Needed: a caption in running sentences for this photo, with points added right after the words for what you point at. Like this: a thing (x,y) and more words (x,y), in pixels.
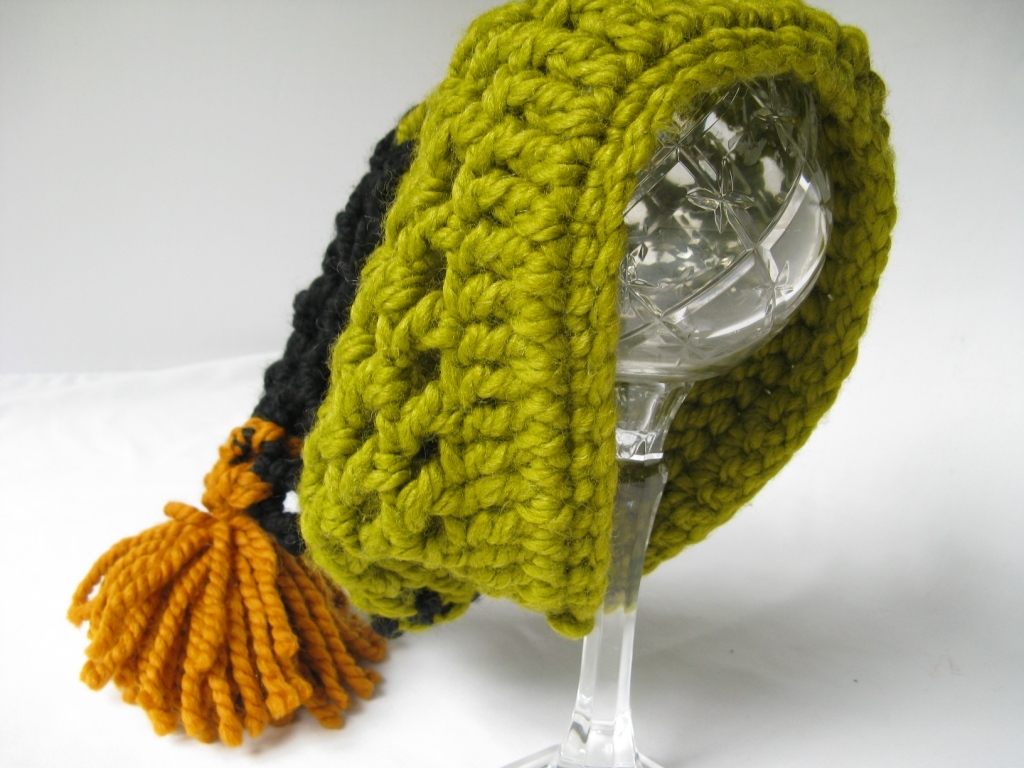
Here in this picture we can see a table (189,443) present, on which we can see a glass (789,307) covered with a woolen cap (598,333) present over there.
